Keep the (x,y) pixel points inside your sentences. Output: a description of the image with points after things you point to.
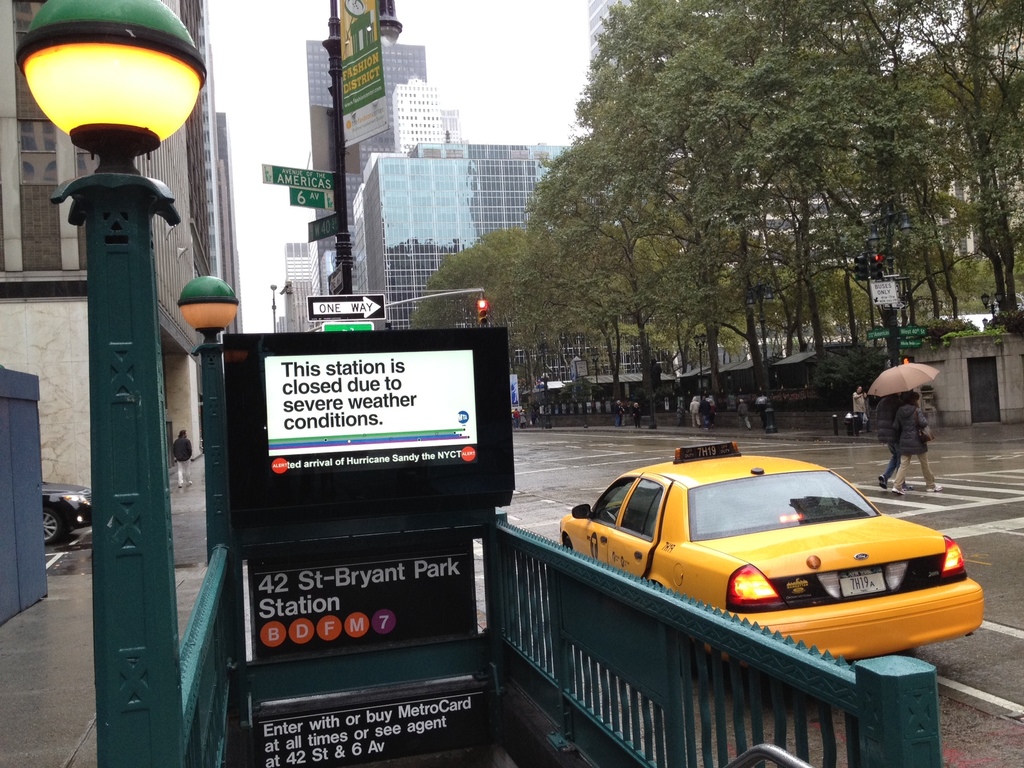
In the picture we can see a street (13,671) with a road (990,593) and a car (789,572) which is yellow in color and besides it we can see some people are walking on the road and holding an umbrella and near the car (841,479) we can see some railing (648,628) and in the background (570,362) we can see trees (529,356), building (331,244) with glasses (379,188) and sky (282,233).
